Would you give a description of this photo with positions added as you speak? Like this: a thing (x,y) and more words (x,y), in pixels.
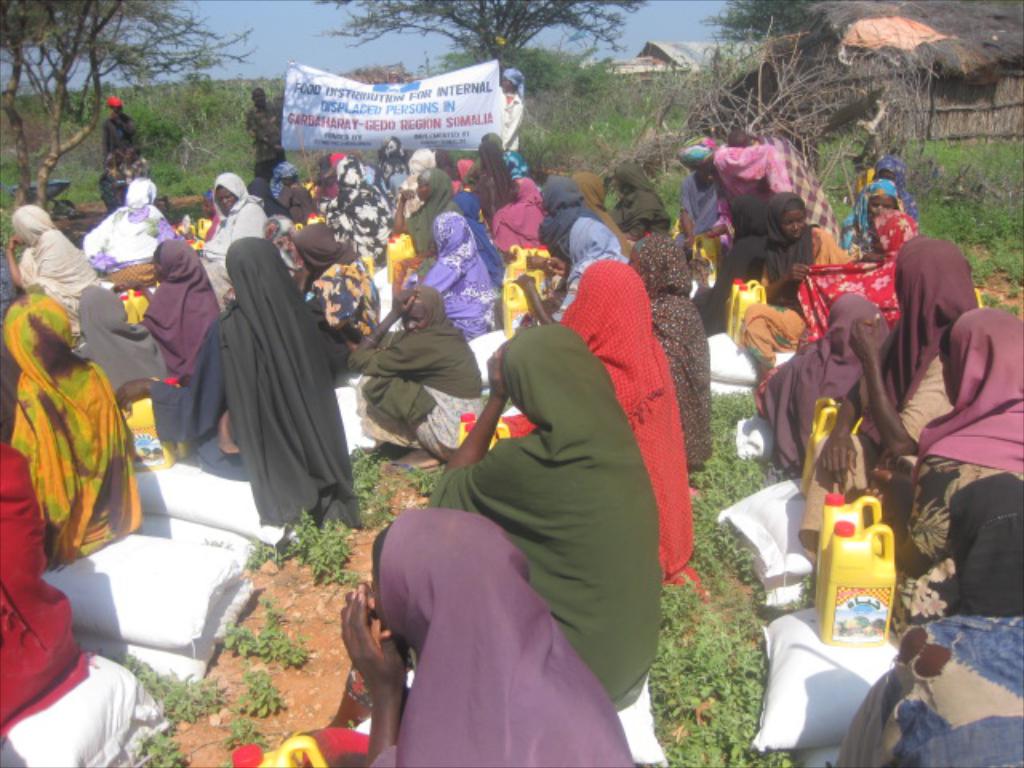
This picture is clicked outside and we can see the group of people (179,264) sitting on the ground (225,633) and we can see the bottles (862,584) and many other objects (734,377) are placed on the ground (839,174) and we can see the plants (951,158), dry stems (775,130), huts (963,87), some houses (694,46) and in the background (520,96) we can see the group of people (258,125) standing and we can see the text (402,108) on the banner (380,102) and we can see the sky (300,49), trees (80,47), plants (172,129) and many other objects (203,621).
